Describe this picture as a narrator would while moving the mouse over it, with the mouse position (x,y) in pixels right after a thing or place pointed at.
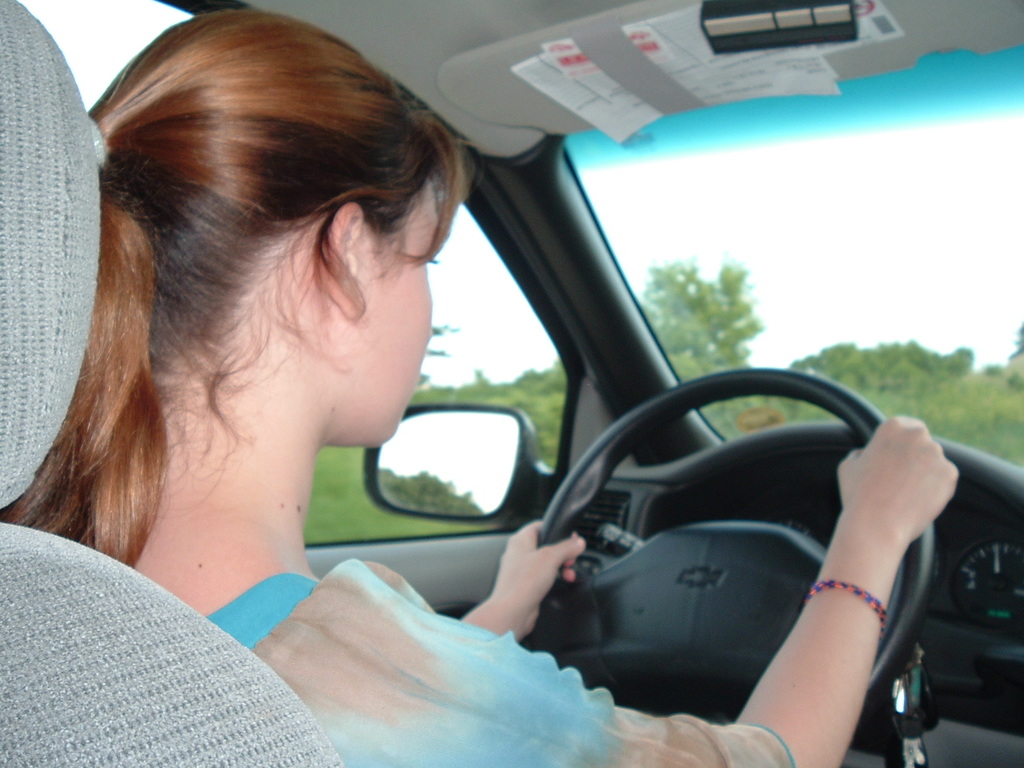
In this image there is a woman (130,138) sitting and holding a steering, driving a car (496,423) in the street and in the back ground (797,222) there are trees (687,284) and sky (776,179).
